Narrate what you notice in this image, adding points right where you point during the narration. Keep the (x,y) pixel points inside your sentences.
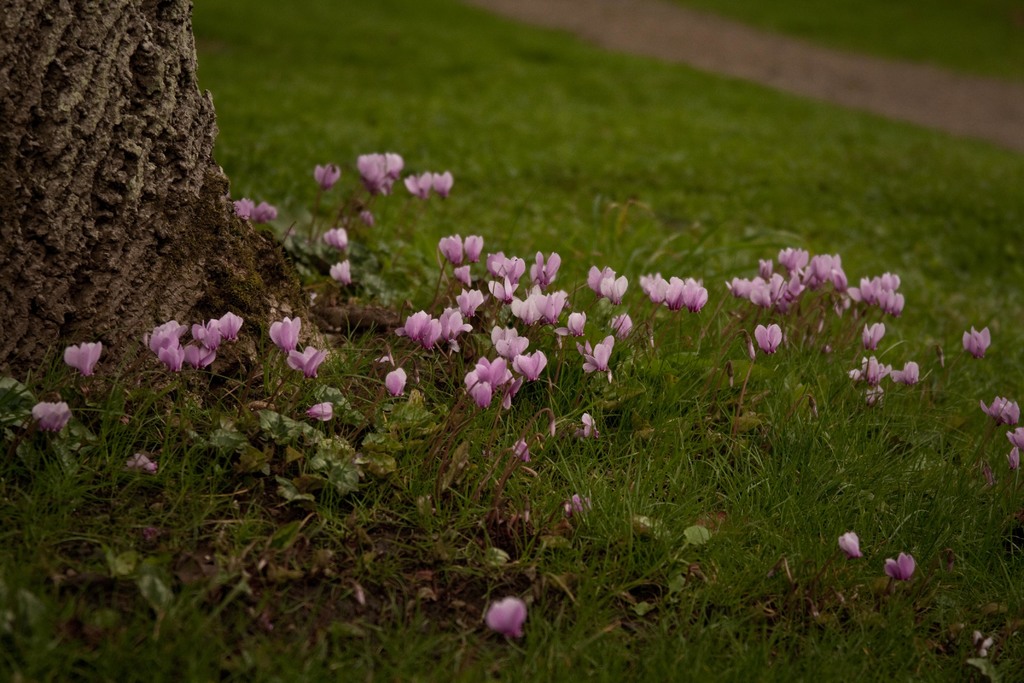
In this image there is grass (647,403) and having few plants (296,363) which are having few flowers (309,362) to it. Right top there is a path (865,82) in between the grassland (867,16). Left side (18,59) there is a tree trunk (101,183).
